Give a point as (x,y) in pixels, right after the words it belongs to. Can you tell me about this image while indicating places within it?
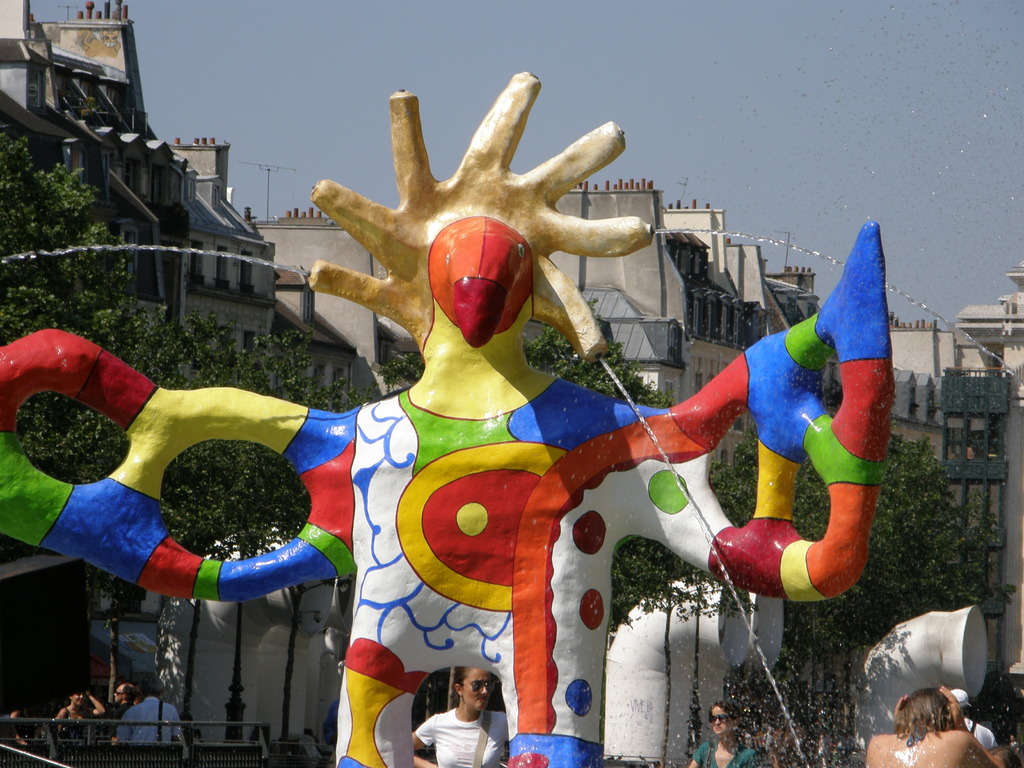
In this picture I can observe a statue (466,491). On the statue (437,433) I can observe yellow, blue, green, red and white colors. In the bottom of the picture (470,700) I can observe some people (472,741). In the background (121,271) there are buildings (265,284), trees (897,612) and sky (641,82). I can observe some water (24,256) coming out from this statue (563,244) in the middle of the picture (392,275).
